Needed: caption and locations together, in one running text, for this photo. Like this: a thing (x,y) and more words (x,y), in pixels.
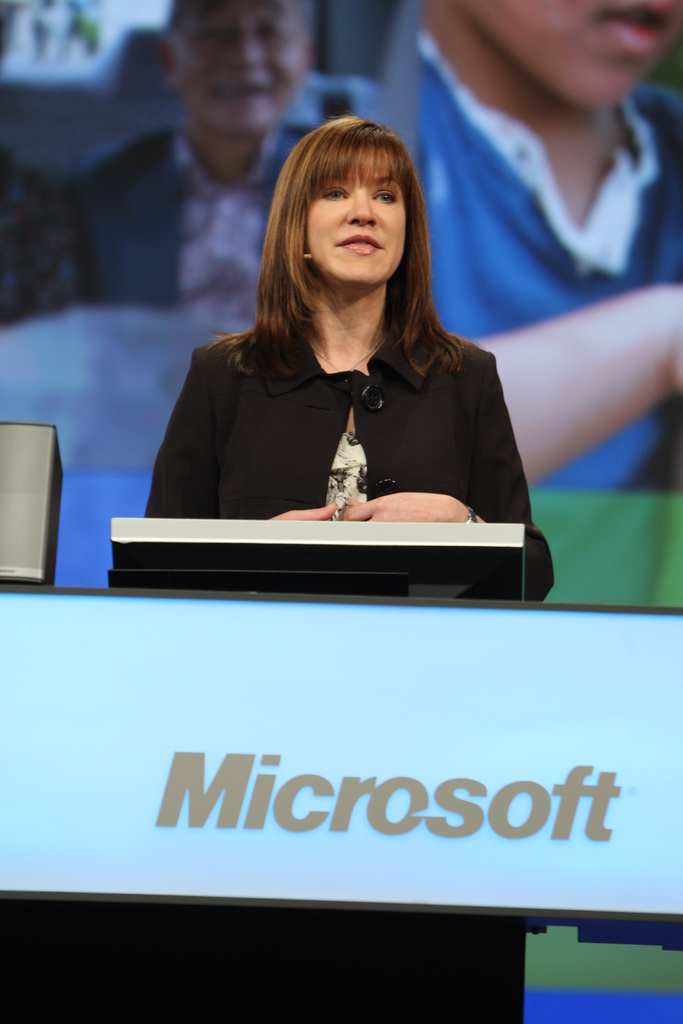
In this image I can see a woman (392,447) wearing black color dress (374,433) is standing. I can see a white colored board (324,690) in front of her and behind her I can see a huge screen (155,381) in which I can see few persons (204,167).
